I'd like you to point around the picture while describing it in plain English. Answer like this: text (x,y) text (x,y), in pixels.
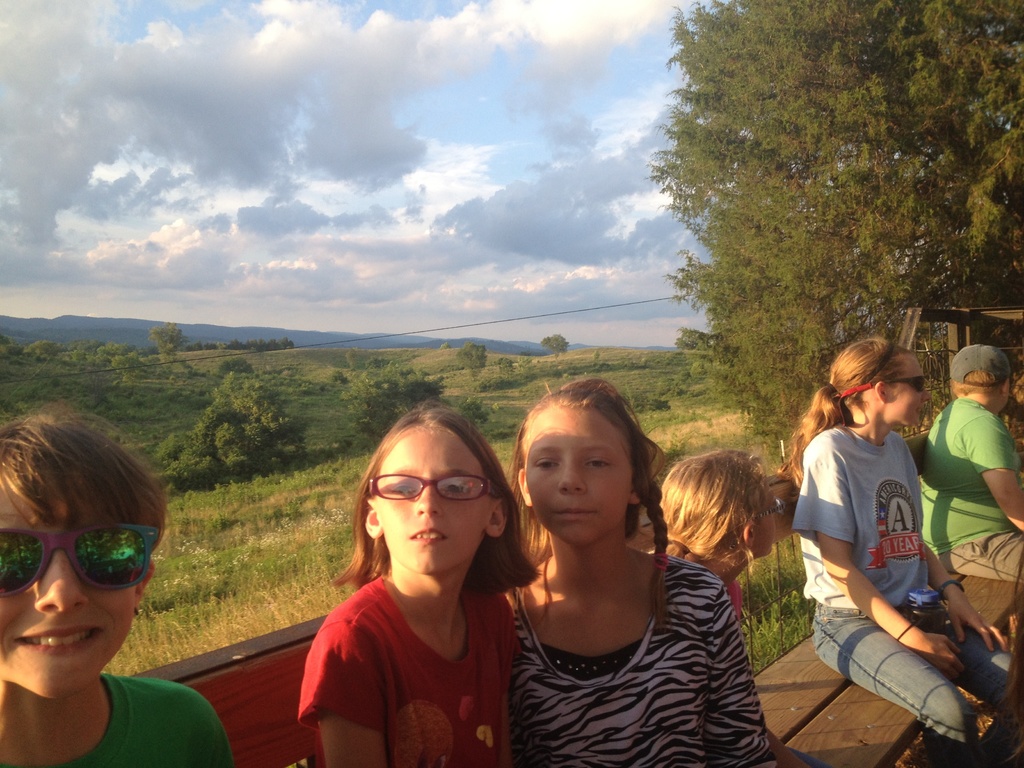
In this image I can see few children (917,410) are sitting in the front (621,627). In the centre (455,469) I can see a girl (432,474) is wearing a specs (414,490) and on the both sides of the image I can see two of them are wearing shades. On the right side (959,408) I can see one of them is wearing a cap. In the background (162,599) I can see an open grass ground (363,461), number of trees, clouds (458,196) and the sky (393,312).
